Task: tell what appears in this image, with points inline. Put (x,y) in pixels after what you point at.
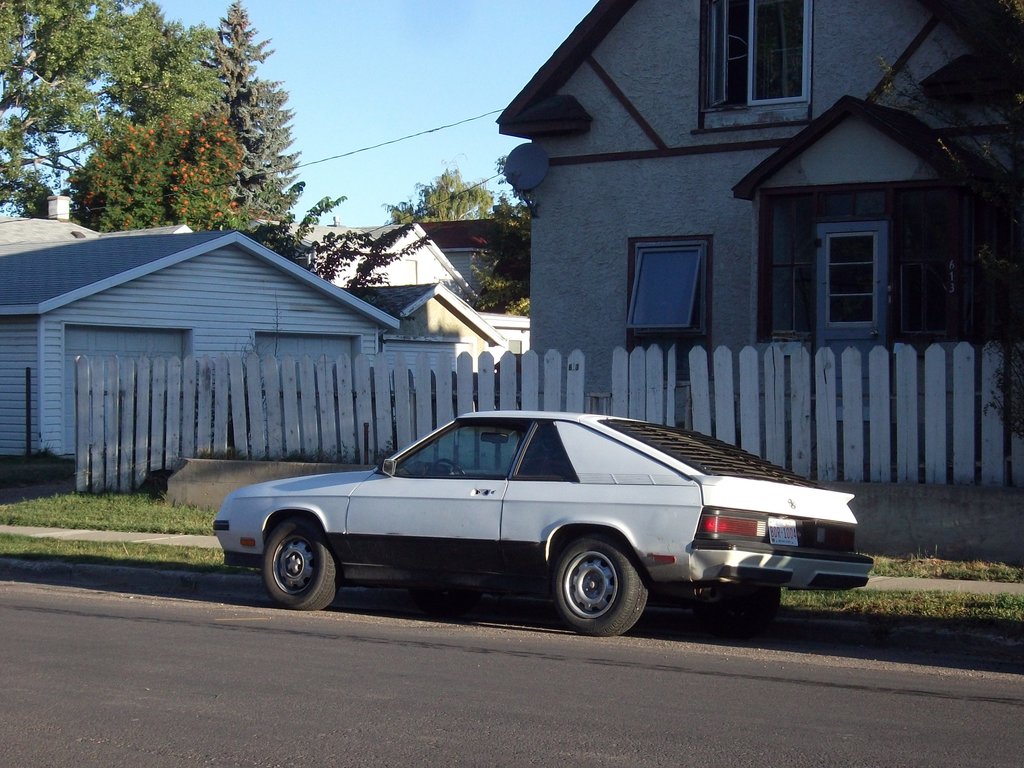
In this Image I can see a vehicle (631,496), fencing (490,383), few buildings (268,299), glass windows (856,262), wire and trees (237,182). The sky (395,125) is in blue color.
